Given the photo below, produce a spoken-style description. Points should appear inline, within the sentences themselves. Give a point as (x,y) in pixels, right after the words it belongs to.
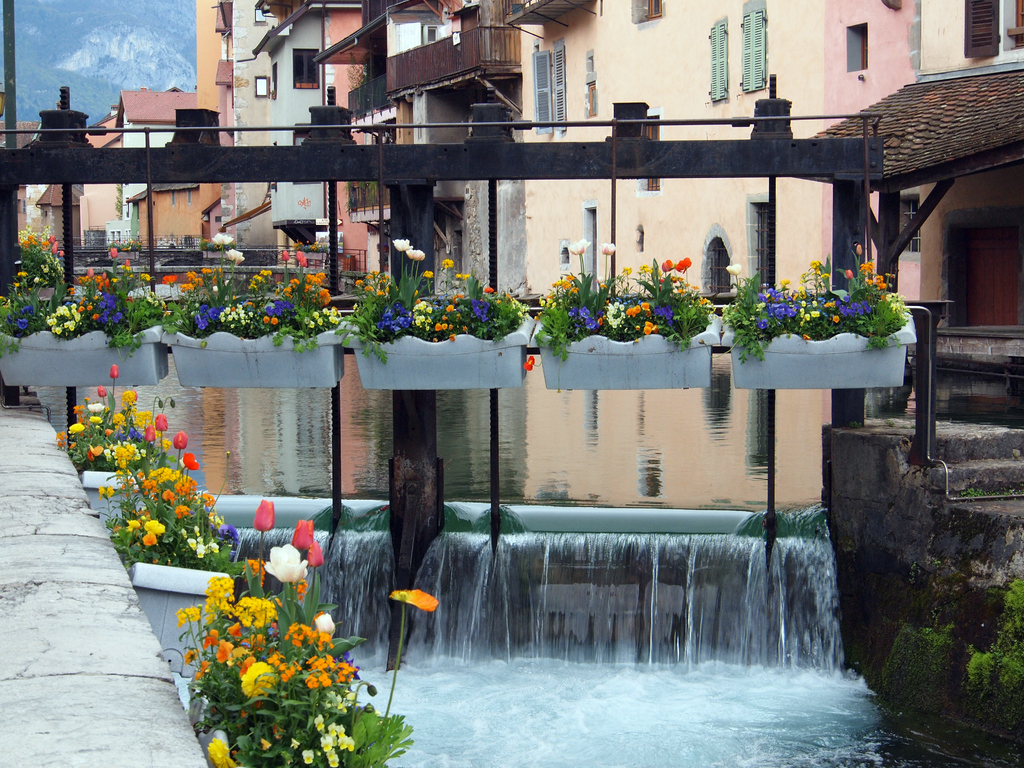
In this image we can see plants (257,312), flowers (185,536), water (510,498), buildings (724,69) and hill (115,34).
